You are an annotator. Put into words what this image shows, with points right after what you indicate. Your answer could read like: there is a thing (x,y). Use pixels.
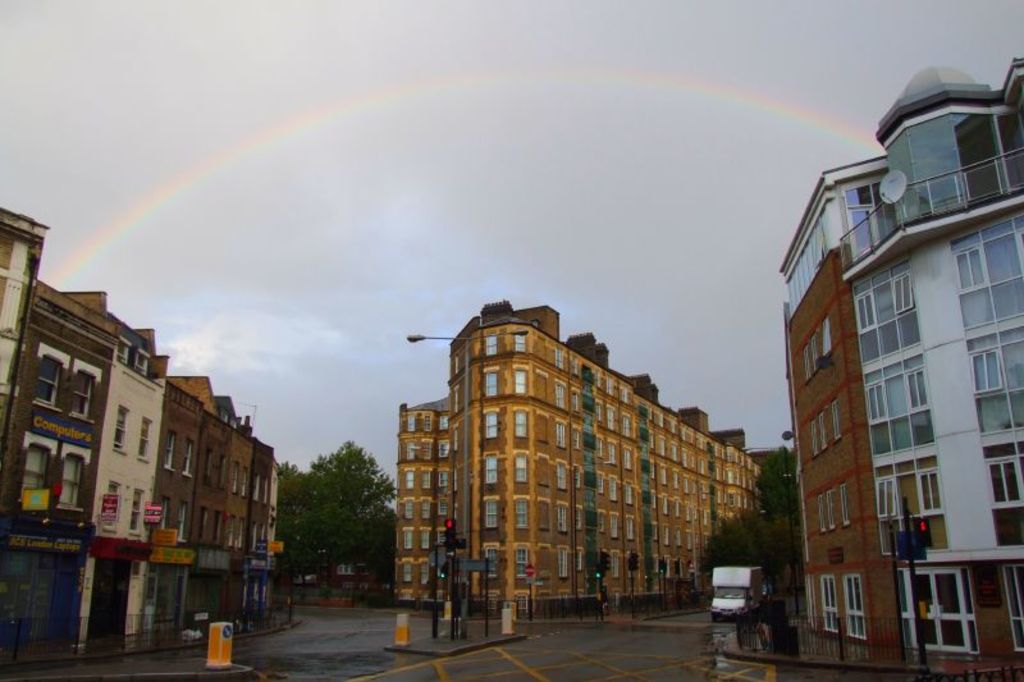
This picture shows few buildings (443,401) and few trees (764,496) and we see a vehicle (721,573) moving on the road (590,633) and we see a pole light (468,493) and couple of traffic signal lights (600,570) and we see a cloudy sky (724,161) and a rainbow (231,163).
